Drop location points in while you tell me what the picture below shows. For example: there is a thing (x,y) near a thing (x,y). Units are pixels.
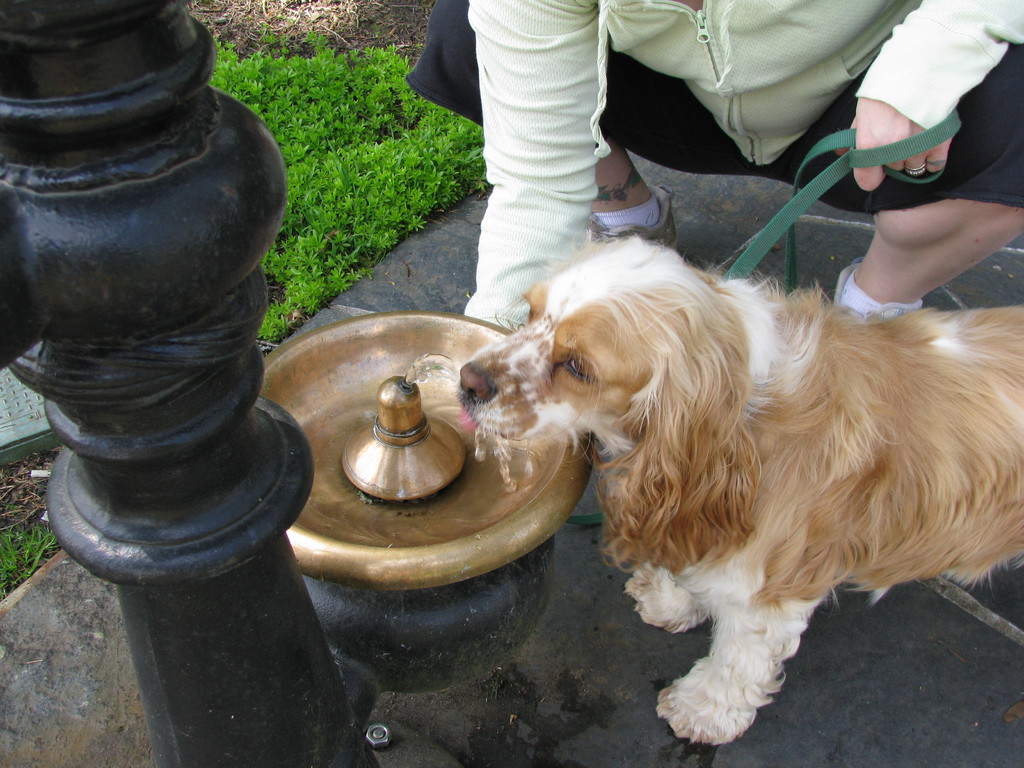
In this image we can see one animal (789,616), near that there is a container (432,439) with water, beside we can see the pole (218,595), grass (244,96) and one person (574,4) is sitting.
